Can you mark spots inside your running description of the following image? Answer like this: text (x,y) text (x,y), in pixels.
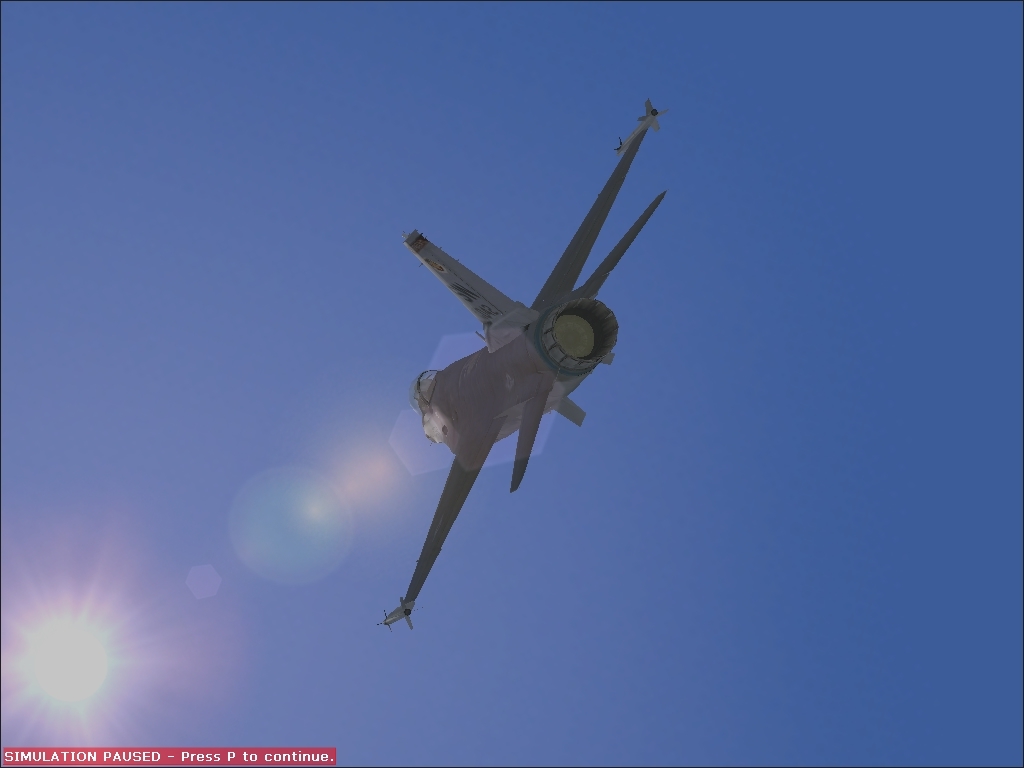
In this image I can see aircraft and I can see the sky (543,160), in the background (129,672) there is a sunlight (44,672) visible, in the bottom left (301,751) I can see a text (273,751).
